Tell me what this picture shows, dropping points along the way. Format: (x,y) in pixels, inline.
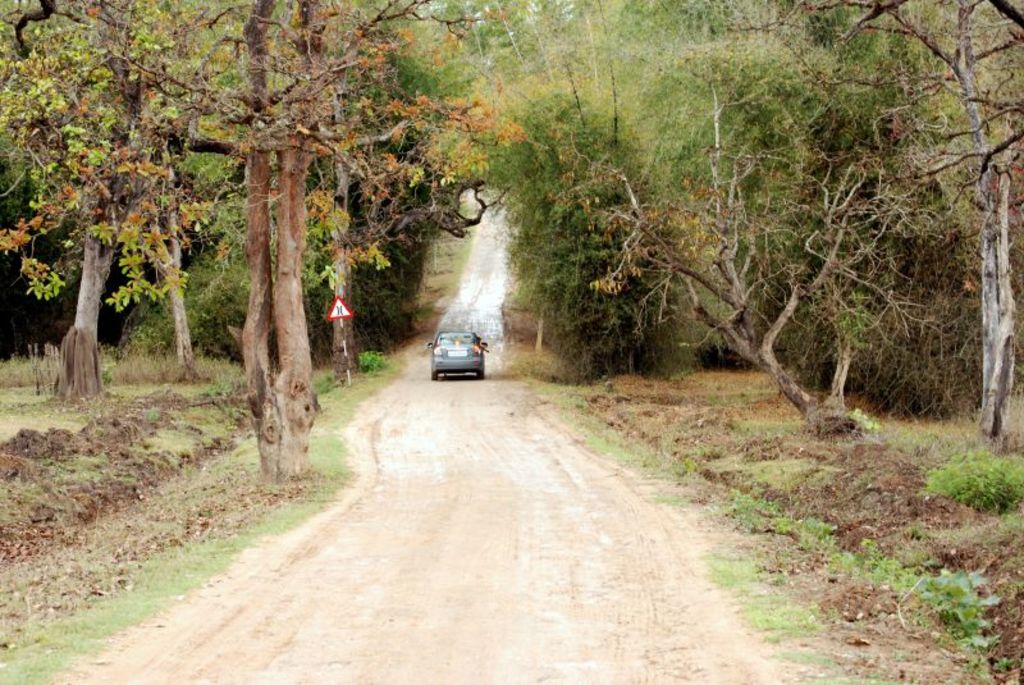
In the center of the image (464,331) we can see car (467,346), board (348,313). In the background of the image (319,230) we can see trees (537,311). At the bottom of the image (338,633) there is a road (396,623).
